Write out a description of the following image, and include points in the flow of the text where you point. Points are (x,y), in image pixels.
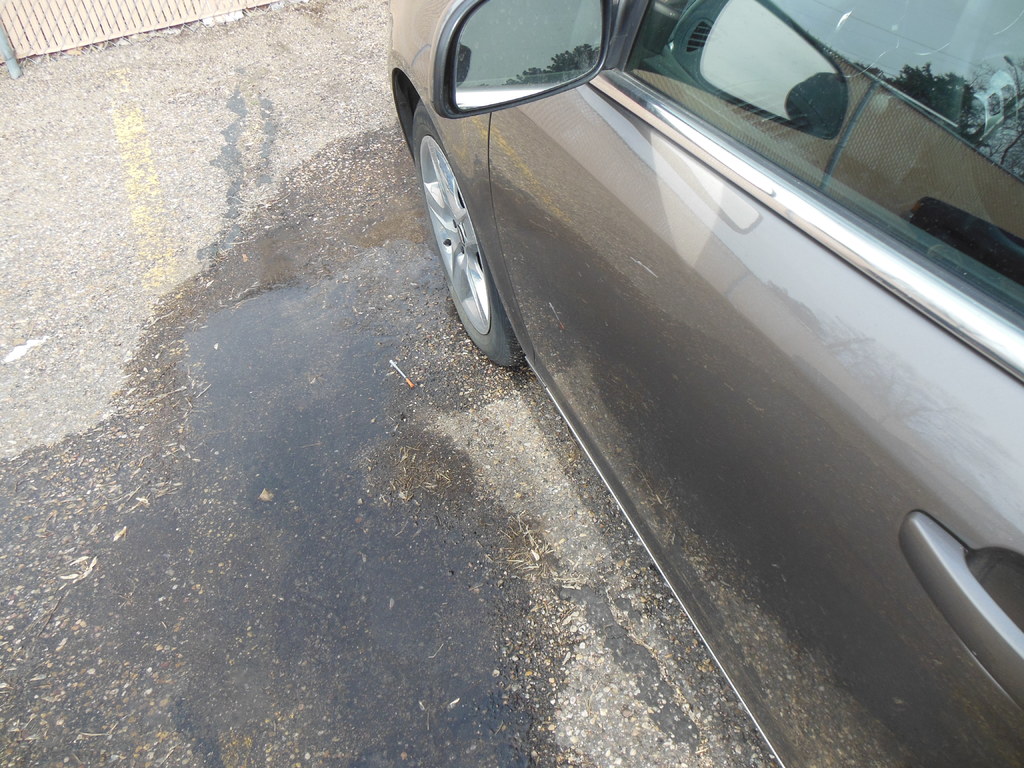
In the center of the image (572,273) we can see car (572,296) on the road (302,452).
